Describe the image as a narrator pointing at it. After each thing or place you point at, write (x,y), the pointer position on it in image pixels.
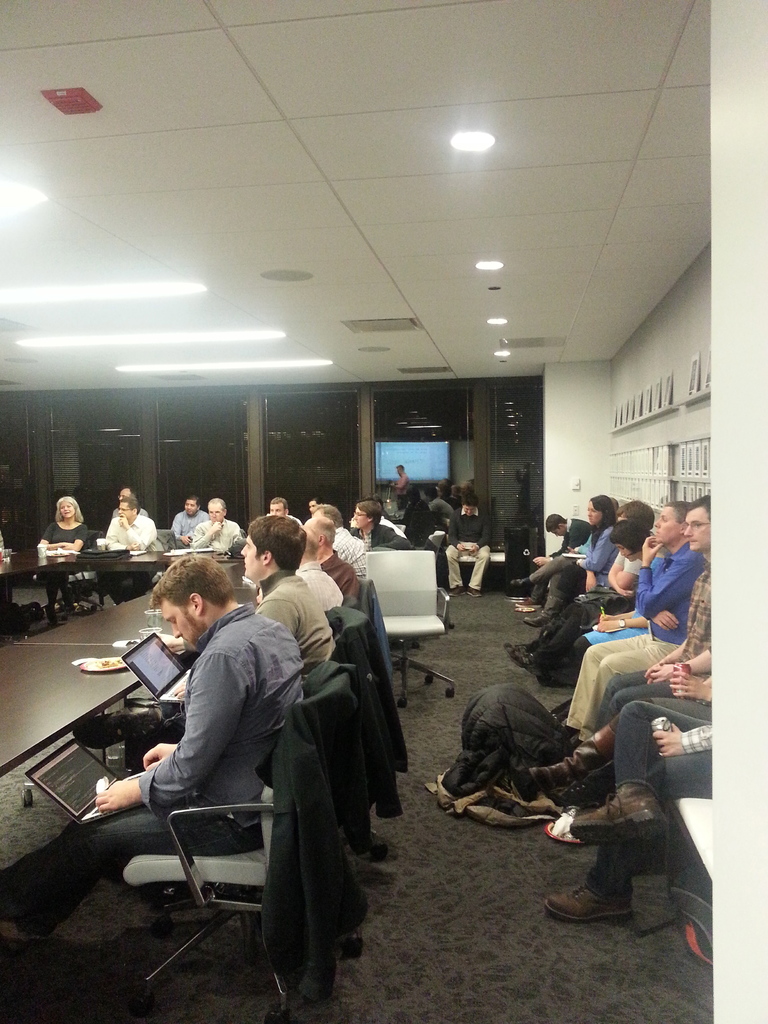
This image is taken from inside. In this image we can see there are many people (475,544) sitting on chairs (193,807) and placed their laptop (80,799) on their lap (158,818). In front of them there is a table (95,570). On the table (128,679) there are some food items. At the top of the image (311,226) there is a ceiling (512,269).
